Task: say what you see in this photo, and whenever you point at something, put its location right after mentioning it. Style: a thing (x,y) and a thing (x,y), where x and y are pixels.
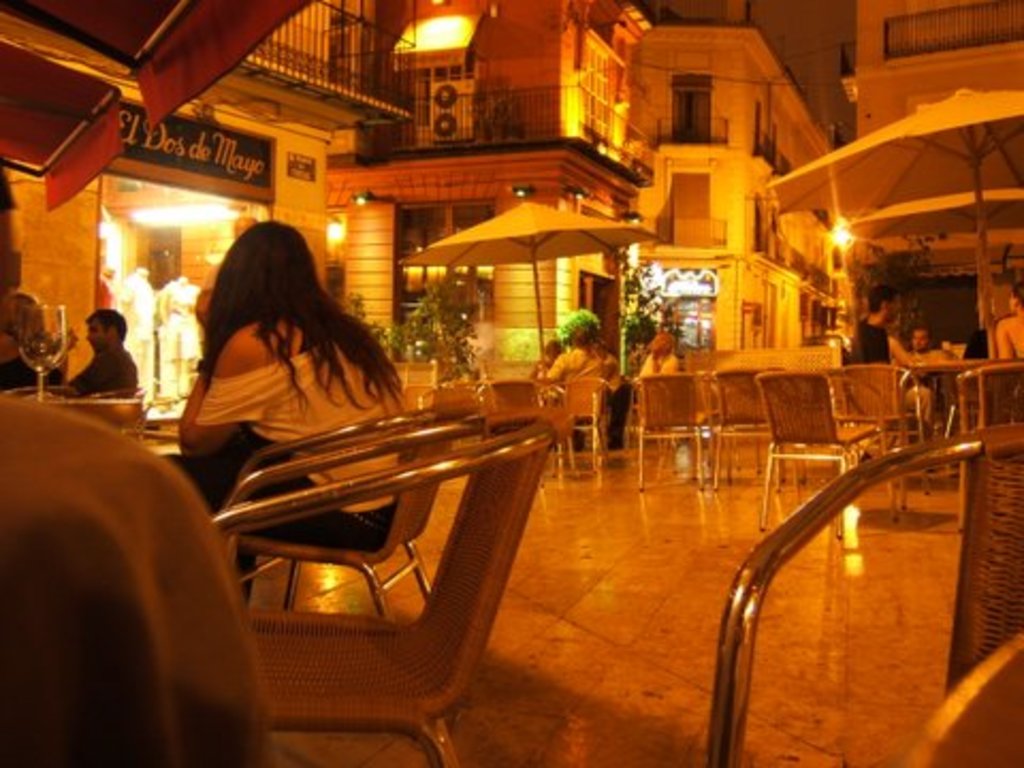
In this picture we can see there are groups of people (187,435) sitting on chairs (304,456) and in front of the people (12,345) there are tables (70,390) and on the table (81,400) there is a glass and behind the people (194,396) there are buildings (351,210) and lights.
